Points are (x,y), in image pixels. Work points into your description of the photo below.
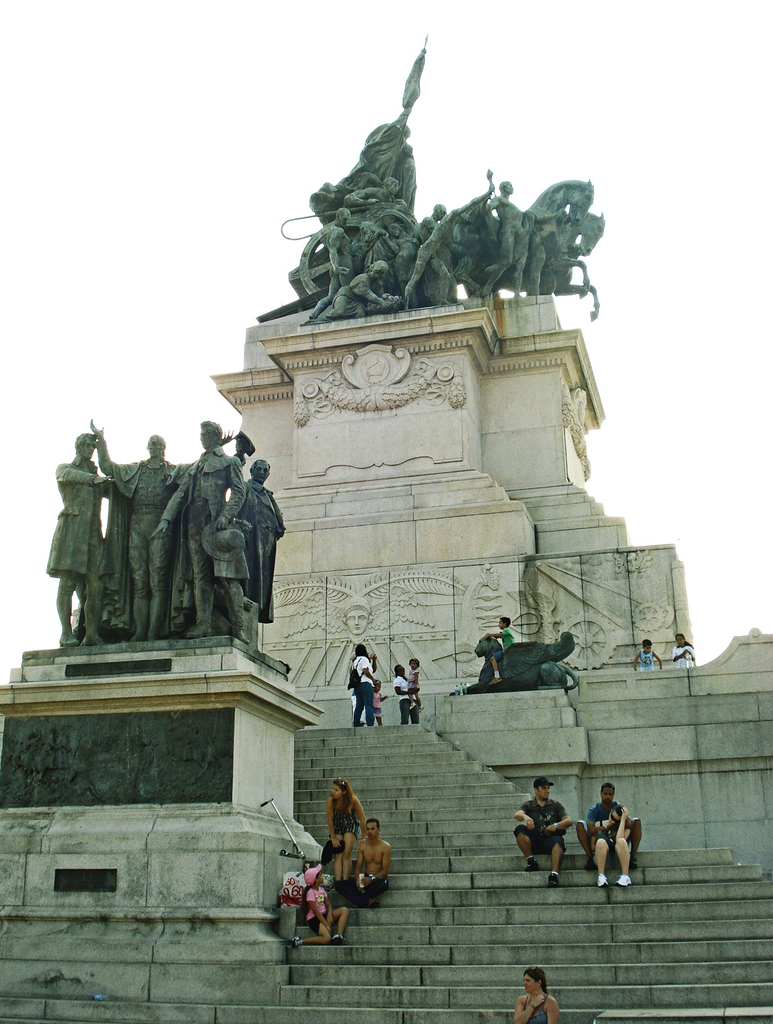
In this image there are group of people (343,941) standing and sitting on the stairs (422,754), there are sculptures (112,539) of people (351,295) and horses (599,223), and in the background (710,199) there is sky (534,184).
